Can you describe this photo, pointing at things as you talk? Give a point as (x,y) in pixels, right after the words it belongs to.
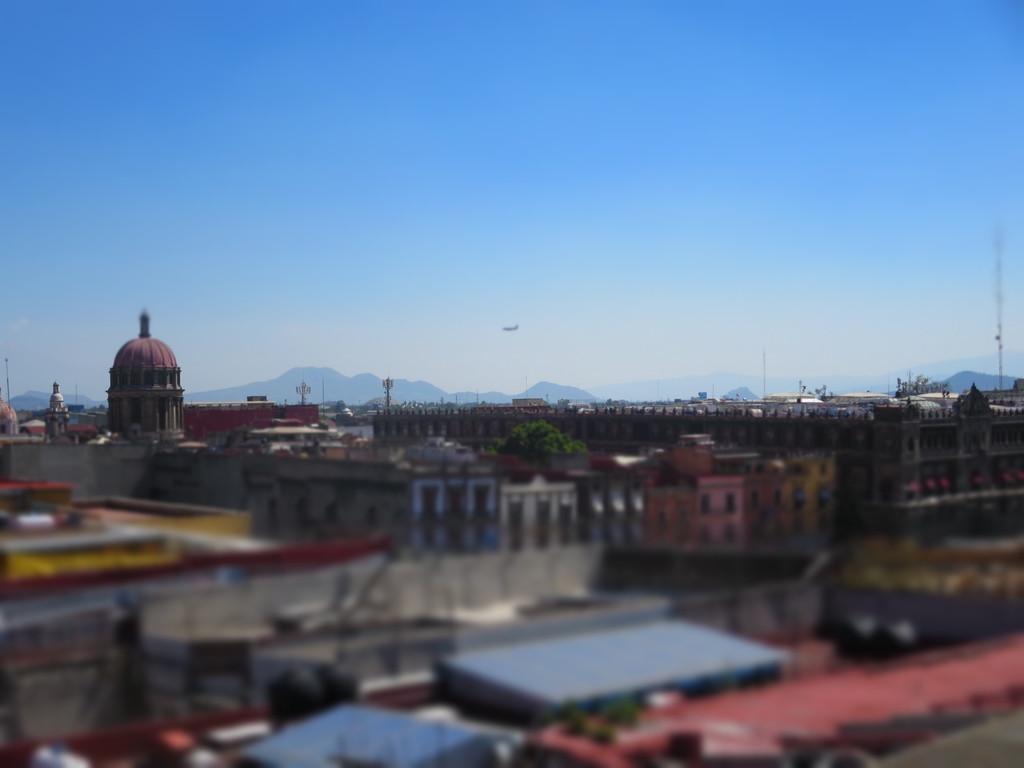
In this image we can see a few buildings (428,518), there are some trees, poles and mountains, in the background (544,62), we can see the sky (25,320).
